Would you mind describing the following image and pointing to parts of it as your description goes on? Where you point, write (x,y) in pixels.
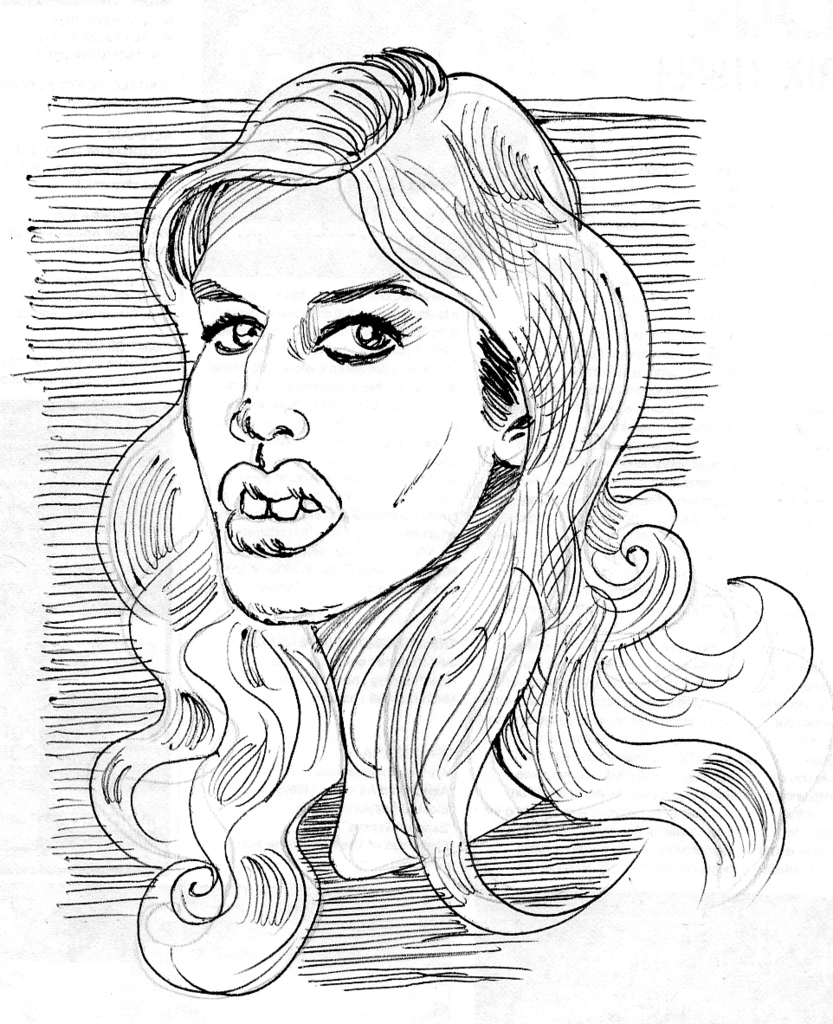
In this image there is a sketch (367,616) of a woman (273,710).
